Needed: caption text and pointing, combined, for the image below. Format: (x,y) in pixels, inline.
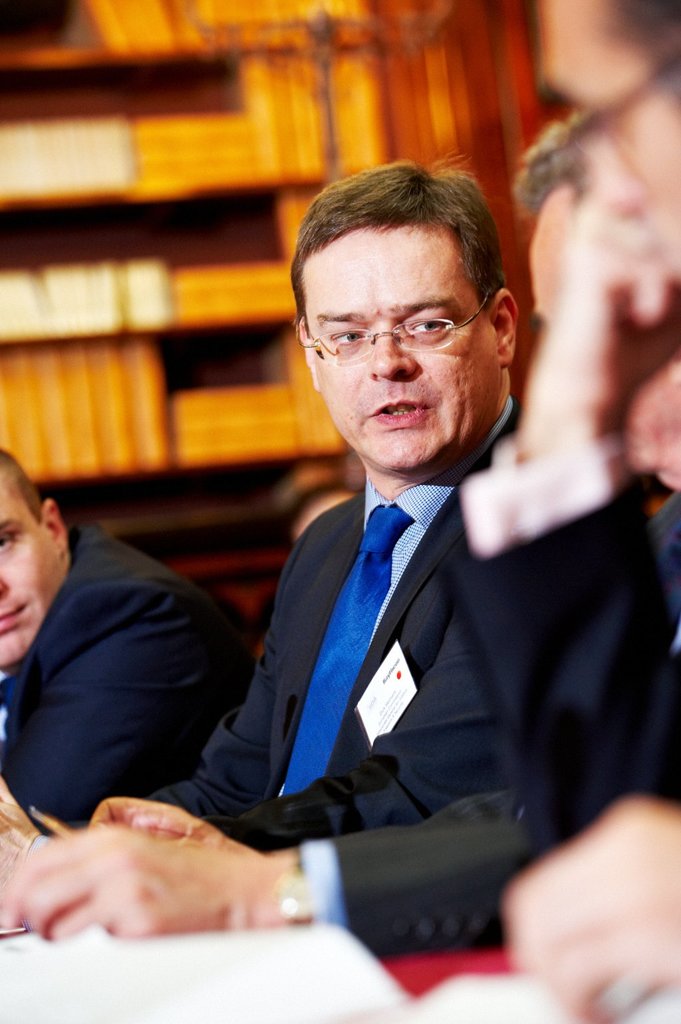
In the image we can see there are men (380,563) sitting on the chairs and they are wearing formal suits (70,668). Behind there are books (244,266) kept in the racks (235,99) and background of the image (37,332) is little blurred.
